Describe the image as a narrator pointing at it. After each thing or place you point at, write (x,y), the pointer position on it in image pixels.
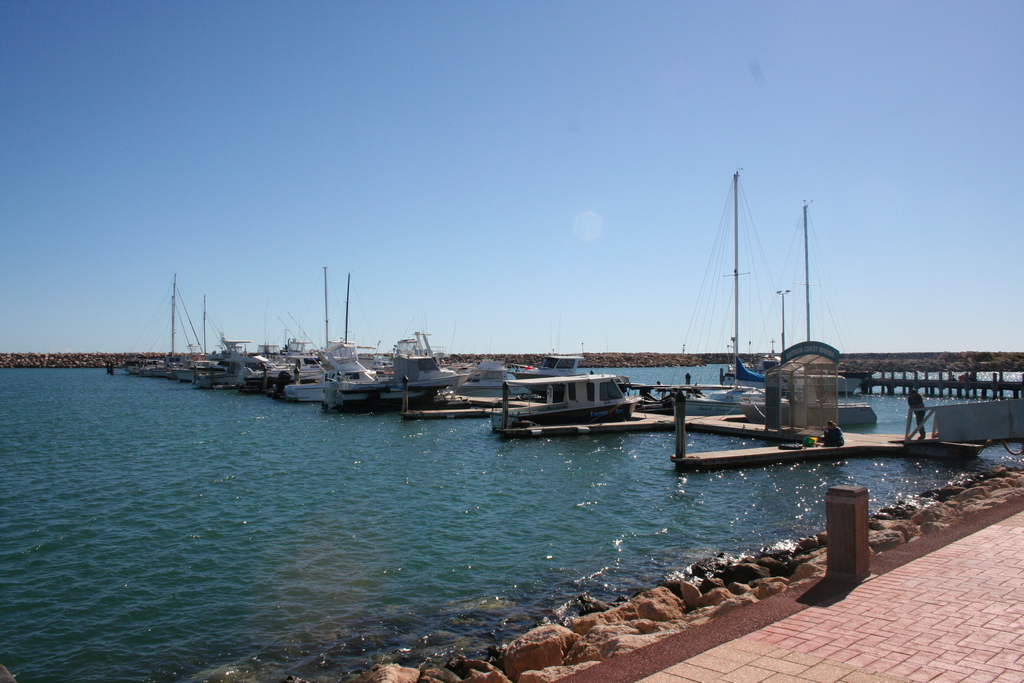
In this picture there are few boats (389,386) on the water (891,418) and there are few rocks (691,600) and two persons (918,418) in the right corner (831,428).
